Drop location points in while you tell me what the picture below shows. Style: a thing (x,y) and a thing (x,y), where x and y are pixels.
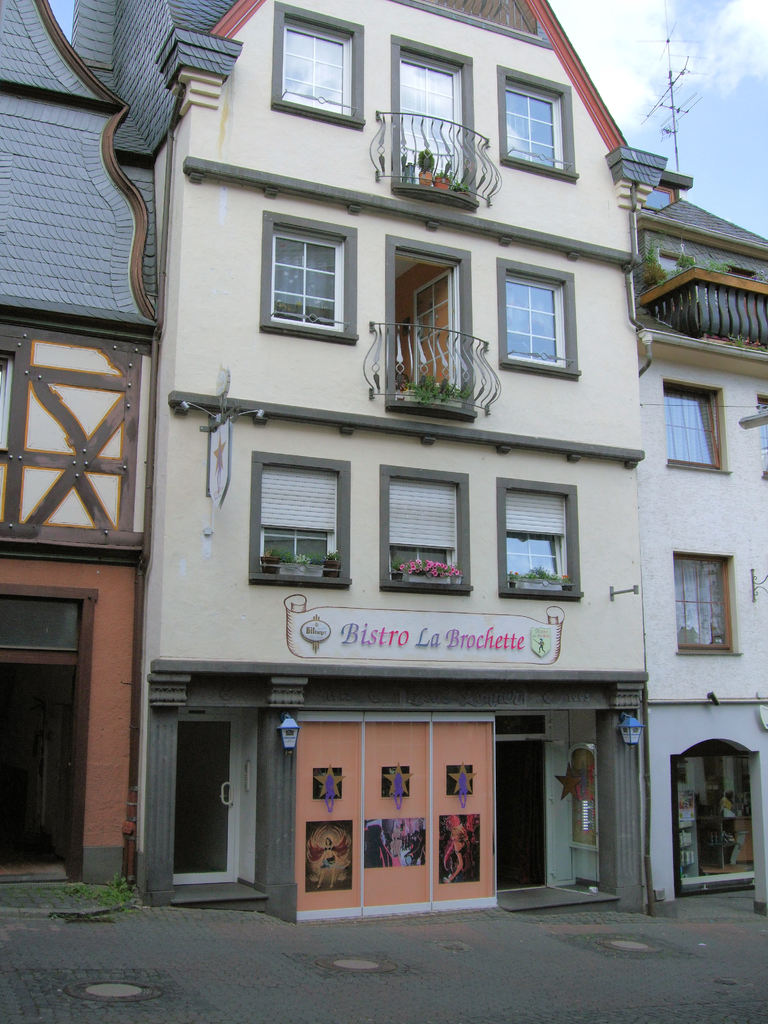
In this image we can see a building (286,784) with windows (252,537) and curtains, a name board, some plants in pots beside the railing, some poles (284,827), a street lamp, doors (316,738) and some pictures (367,835) on the wall (370,869). We can also see some lids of manhole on the road (639,952) and the sky (727,124) which looks cloudy.
